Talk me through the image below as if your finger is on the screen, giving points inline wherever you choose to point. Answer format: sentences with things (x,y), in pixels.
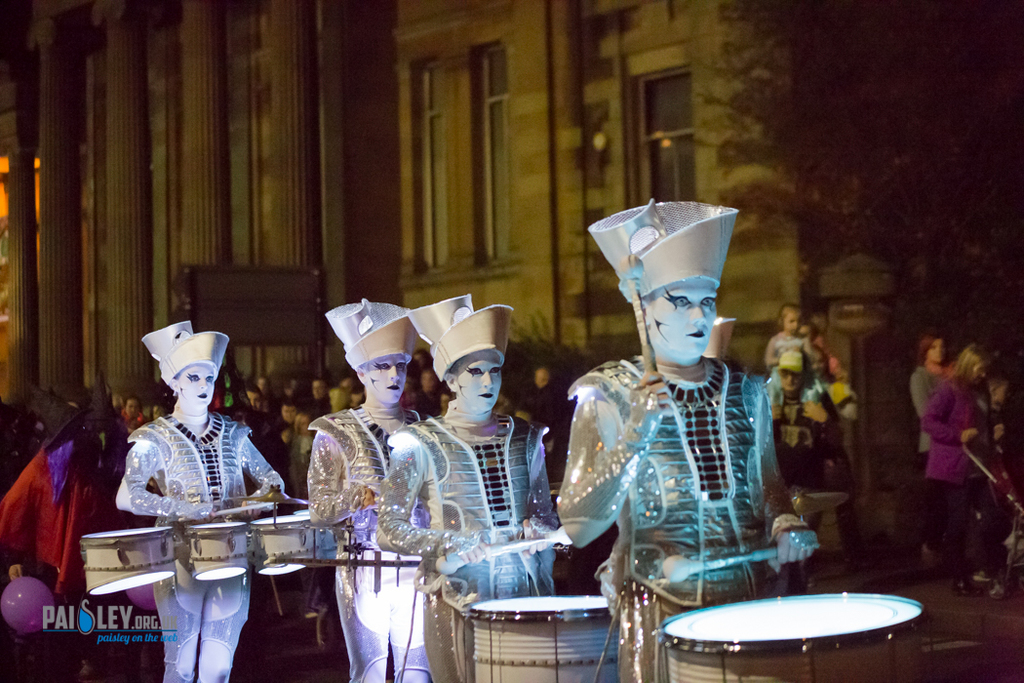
In the background (519,18) we can see the wall (519,18), pillars (122,99) and windows (481,126). In this picture we can see a tree (923,155), objects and the people (712,548). We can see people (246,454) wearing the same attire (169,607) and they are holding sticks (683,561). We can see the drums (257,535).
